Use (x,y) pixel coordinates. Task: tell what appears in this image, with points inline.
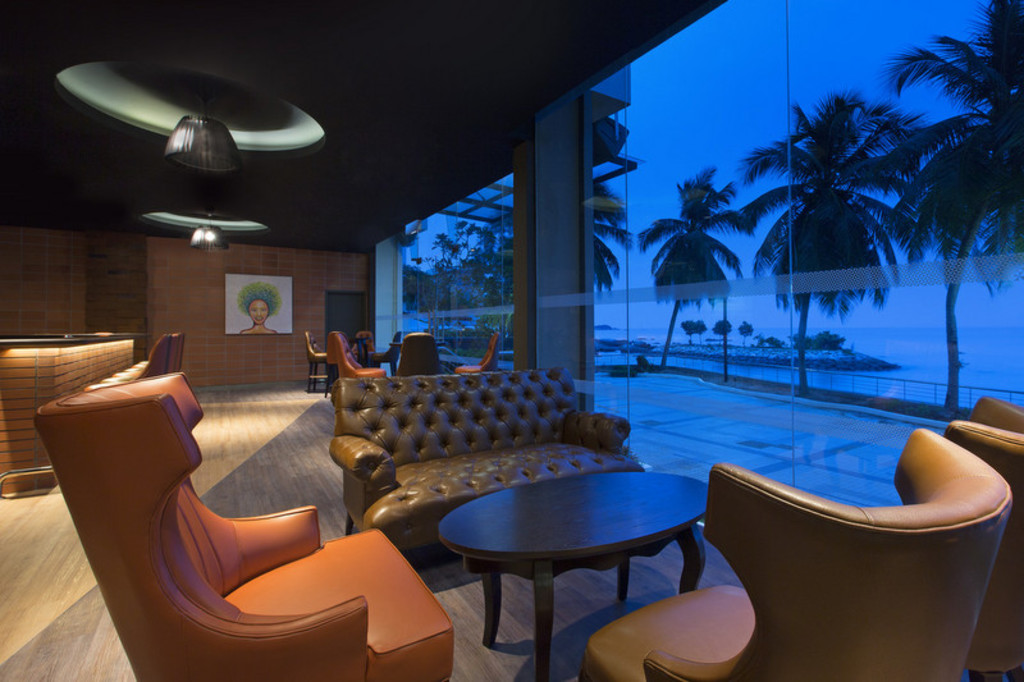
In this picture here is a roof (373,105) and light (188,136), and here is a wall (190,317) made of bricks (225,345) and photo frame (244,298) on it. here is the chairs (360,374) and sofa (509,439) and tables (568,507), and here is the floor (465,614) and glass (728,111) and in front there are trees (885,141), and the sky (793,132) is clear, and here is the water (912,346).
